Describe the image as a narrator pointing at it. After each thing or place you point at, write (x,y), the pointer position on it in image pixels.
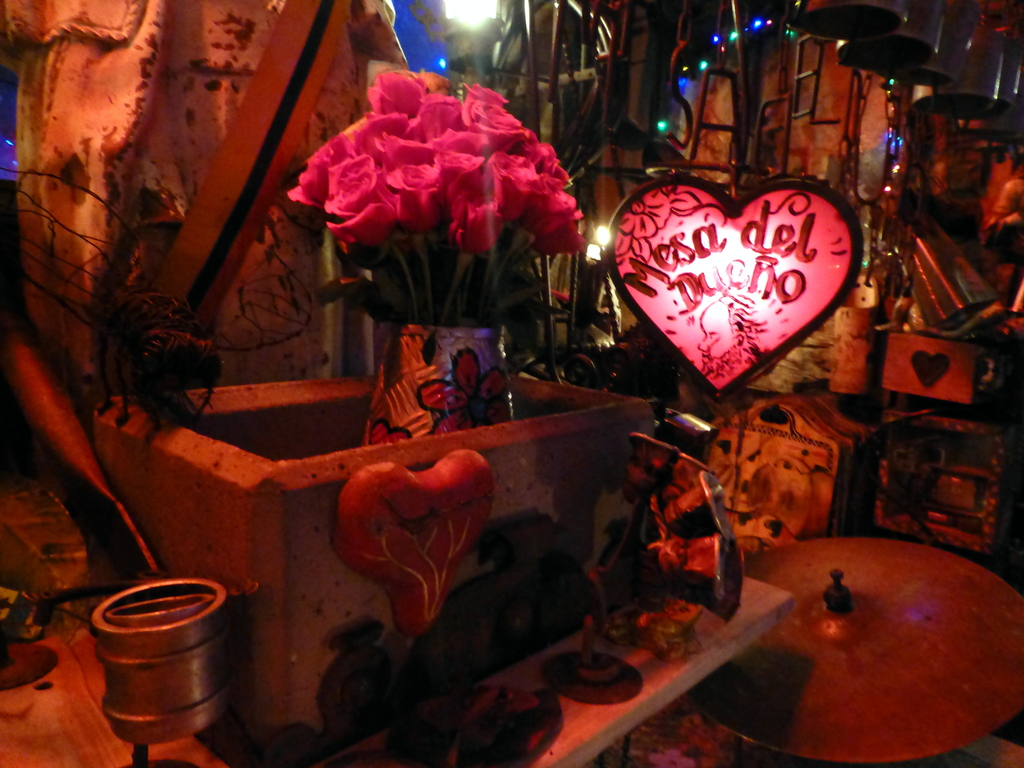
In this image I can see roses (350,278) in a vase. There is a heart stand (653,192). There are lights (466,13) and a cymbal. There are bells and other objects (253,711).
